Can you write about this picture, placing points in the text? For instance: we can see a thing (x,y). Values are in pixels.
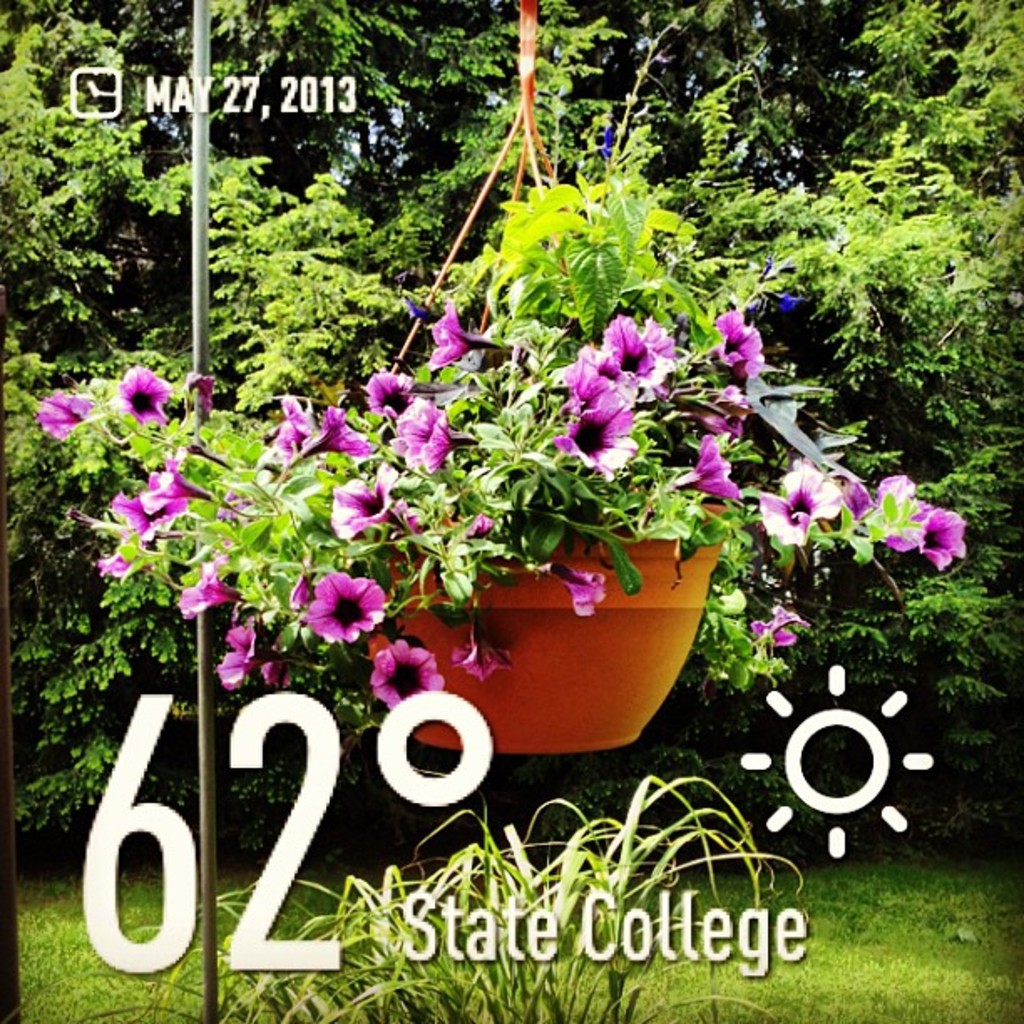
In this image, we can see some trees (511,100). There is a plant (607,530) in the middle of the image (563,519). There is a pole (204,317) on the left side of the image (193,307). There is an another plant (585,873) and text (718,933) at the bottom of the image (349,940).
